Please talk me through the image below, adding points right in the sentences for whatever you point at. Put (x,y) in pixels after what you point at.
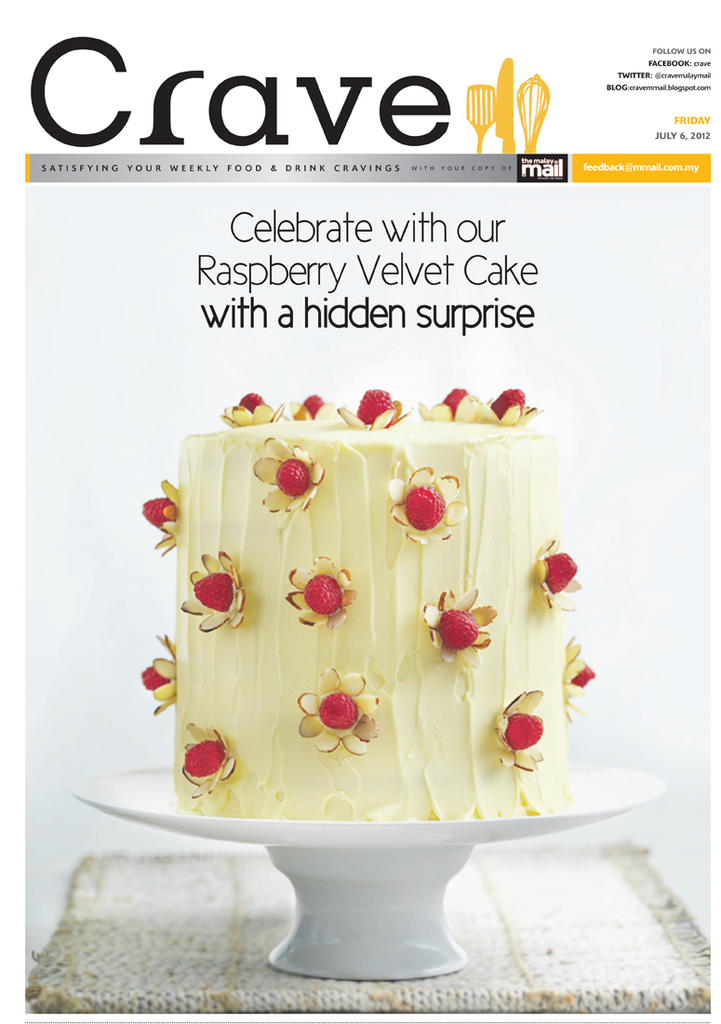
In the center of the image (261,393) we can see a poster (250,208). On the poster (395,623), we can see a platform (249,903). On the platform (269,944), we can see a white color object (336,854). In that object (429,841), we can see some food item (361,639). At the top of the image (483,314), we can see some text (332,295).
